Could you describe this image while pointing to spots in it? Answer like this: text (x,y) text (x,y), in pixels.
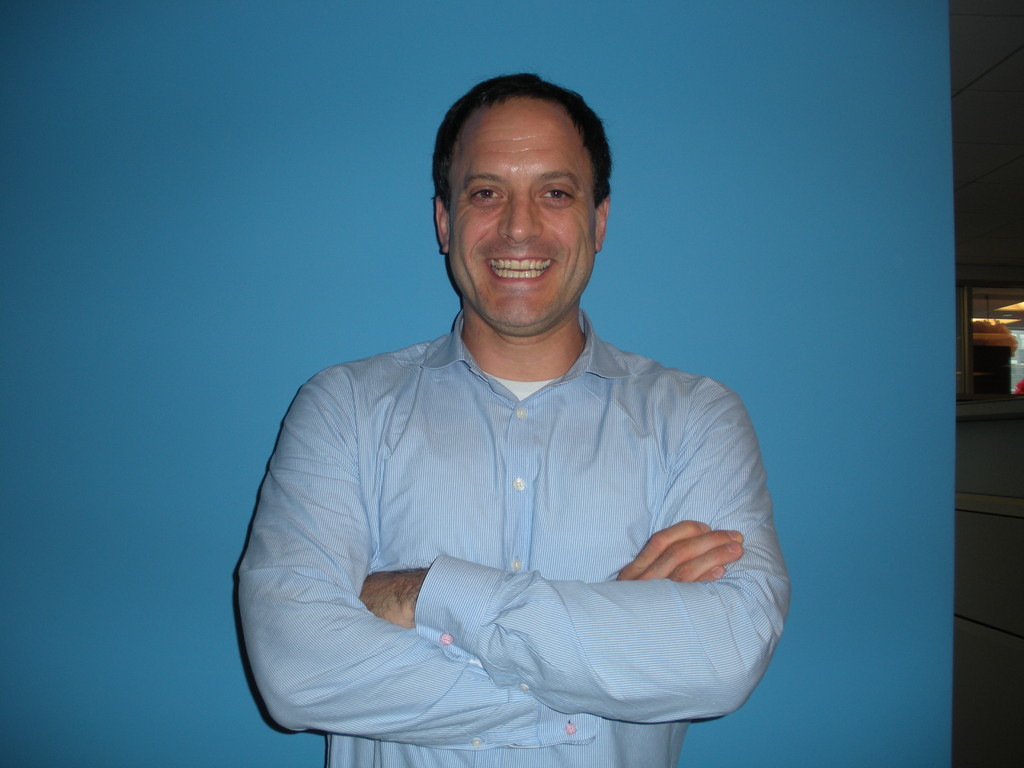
In the center of the image (522,300), we can see a person (410,477) standing and smiling and in the background (437,40), there is a wall (711,108) and we can see a window (992,297).
